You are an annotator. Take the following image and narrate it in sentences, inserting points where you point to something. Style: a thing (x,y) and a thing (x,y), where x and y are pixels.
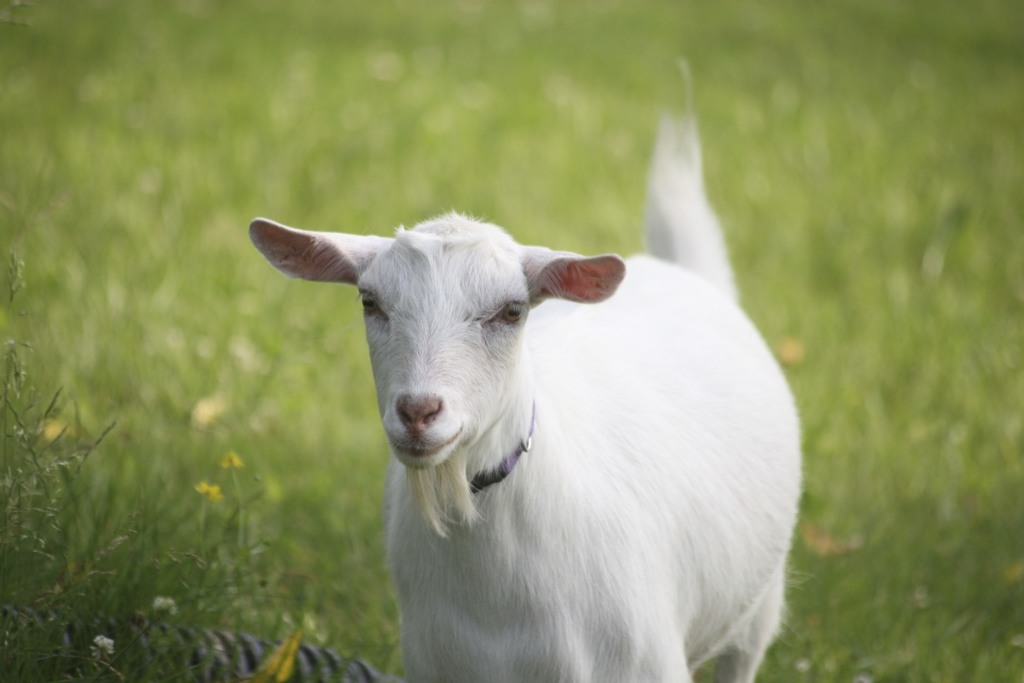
In the center of the image (408,368), we can see a goat (492,366) and in the background (97,308), there is ground (189,457) covered with grass (259,496).
